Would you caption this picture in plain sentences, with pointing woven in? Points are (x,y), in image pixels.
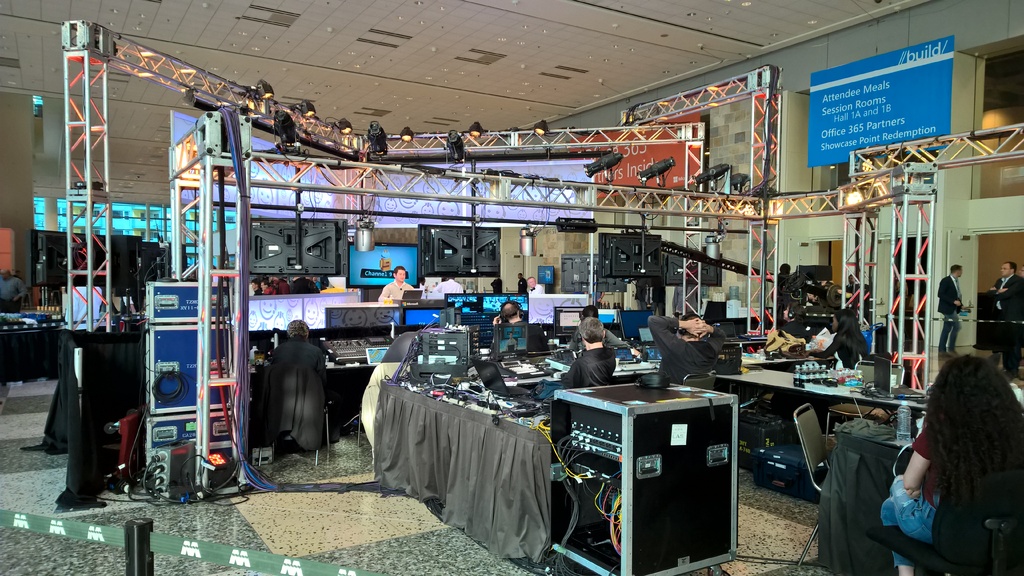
On the left side of the image (250,563) there is a metal fence (228,547). There are a few people (980,427) sitting on the chairs (978,490) and there are a few people (1001,296) standing. There are tables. On top of it there are a few objects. There are metal rods (245,158), lamps (704,172) and a few other objects (54,260). In the background of the image (820,106) there are boards (820,106) with some text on it. There are glass doors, TV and a wall (733,235).
